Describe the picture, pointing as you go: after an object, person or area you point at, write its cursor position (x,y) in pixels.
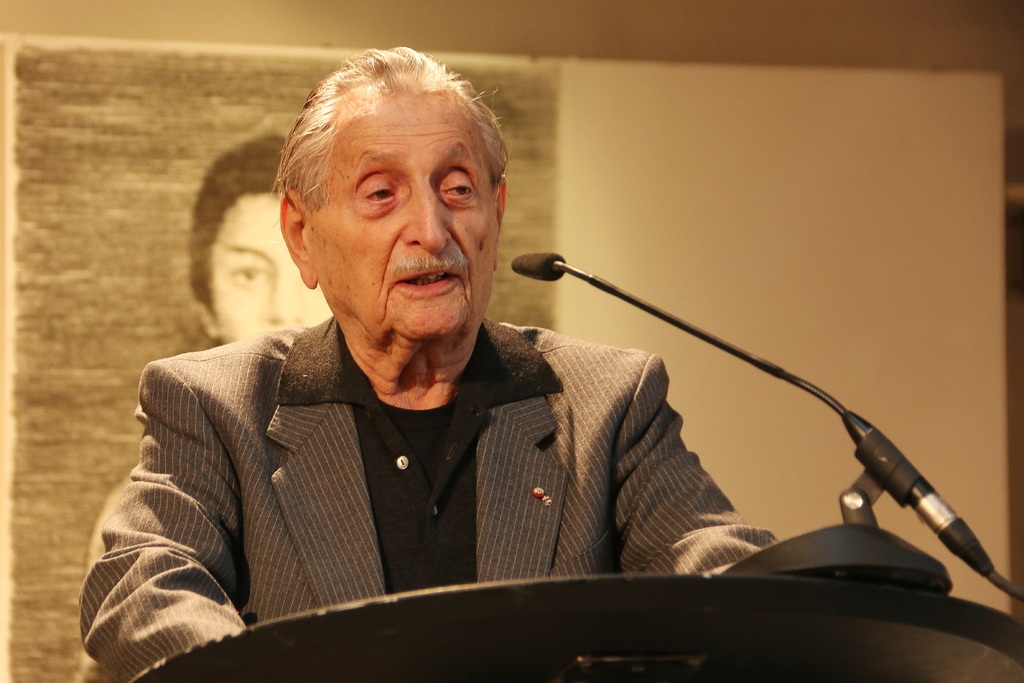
A person (524,517) is standing wearing a suit (520,493). There is a microphone (534,278) and its stand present in front of him. Behind him there is a photo (110,309) of a person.
